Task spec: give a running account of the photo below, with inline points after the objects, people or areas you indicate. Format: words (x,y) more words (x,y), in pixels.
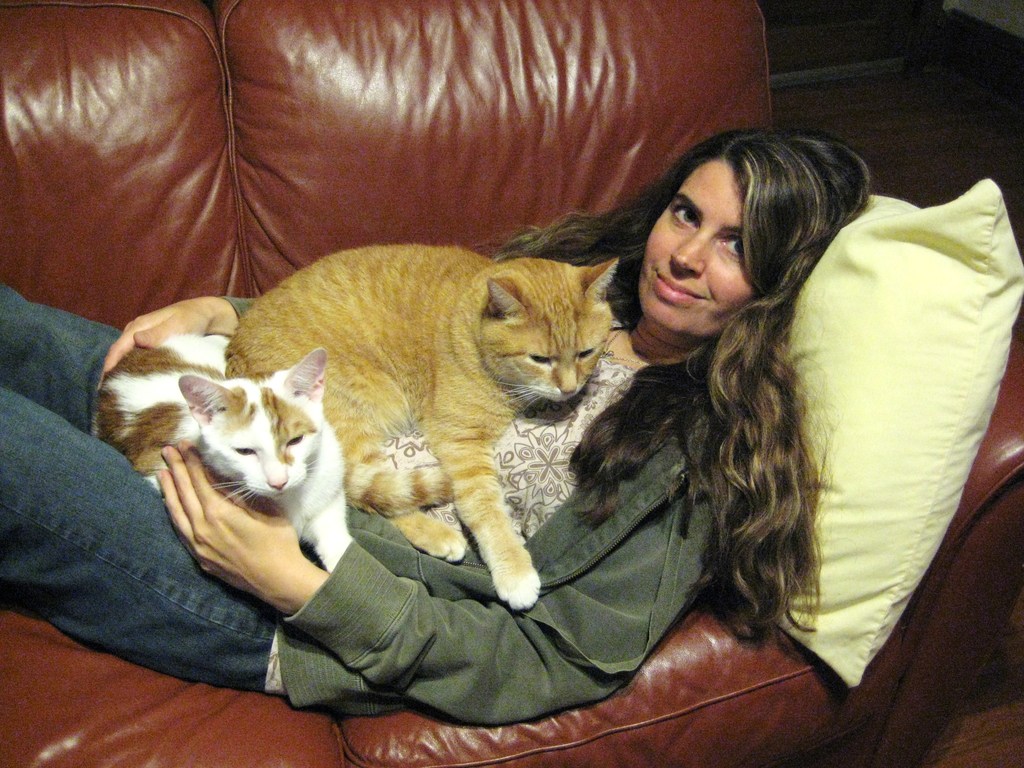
In this picture there is a lady (194,314) who is lying at the center of the image (553,435) on the sofa (312,229) and there are two cats (147,354) on her.
